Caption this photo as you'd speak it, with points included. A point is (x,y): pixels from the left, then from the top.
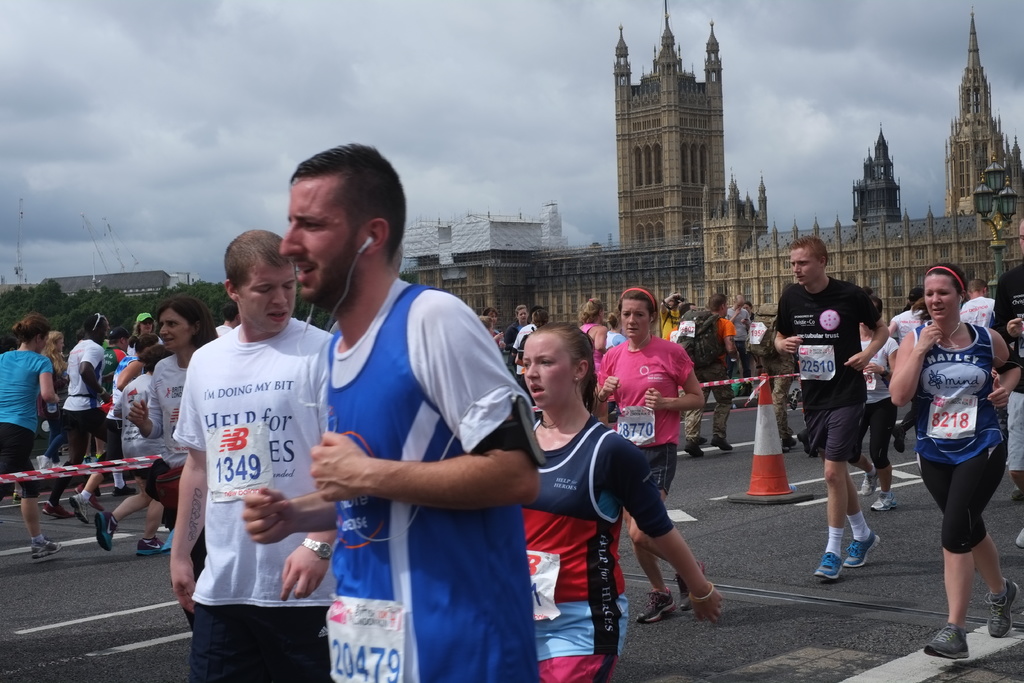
In this image we can see people (691,451) running. In the background (717,240) there are buildings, trees (31,297) and sky (337,66). We can see a traffic cone (770,478).
